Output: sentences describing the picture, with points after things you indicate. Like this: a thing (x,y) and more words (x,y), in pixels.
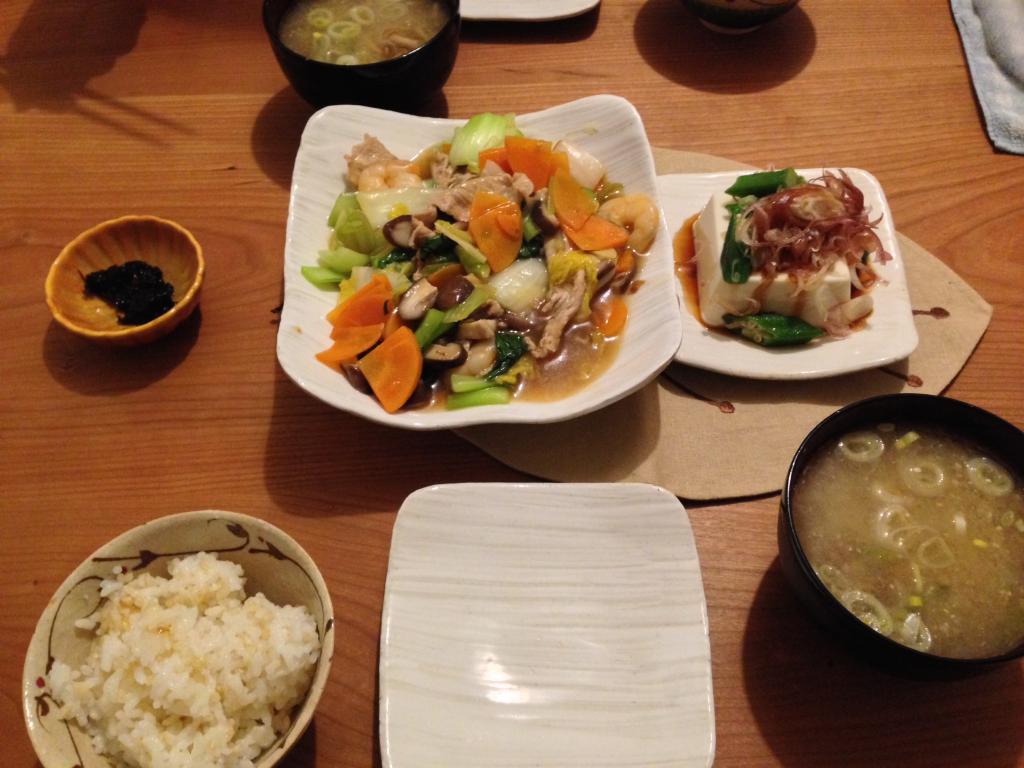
In this image there is a table (185,442) on which there are bowls (159,543) and plates (473,631). At the bottom (279,559) there is a bowl (159,638) in which there is a rice (134,675). In the middle (525,282) there is a plate (468,310) in which there is some food stuff (444,267). On the right side (881,468) there is another bowl (949,548) in which there is soup (935,565). Beside it there is tofu (754,299). There are different kind of food items (382,352) on the table (29,760).
